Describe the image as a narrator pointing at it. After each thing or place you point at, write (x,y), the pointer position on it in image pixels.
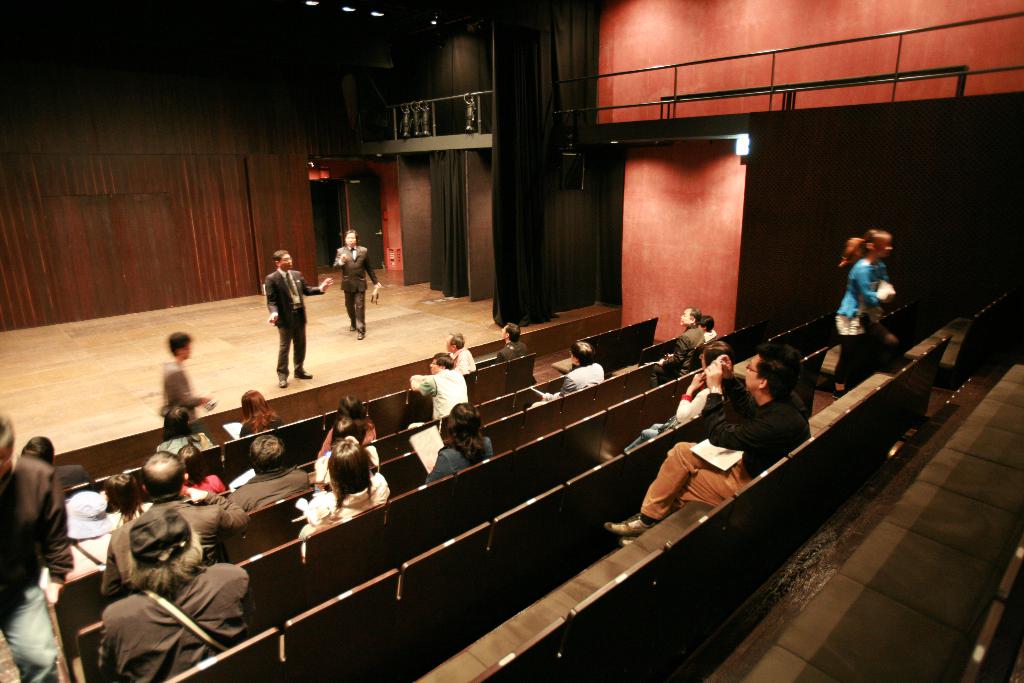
In the picture I can see people (305,338) among them some are standing and some are sitting on chairs (486,493). In the background (259,244) I can see fence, wall (135,258), lights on the ceiling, curtains (541,281) and some other objects (347,220).
